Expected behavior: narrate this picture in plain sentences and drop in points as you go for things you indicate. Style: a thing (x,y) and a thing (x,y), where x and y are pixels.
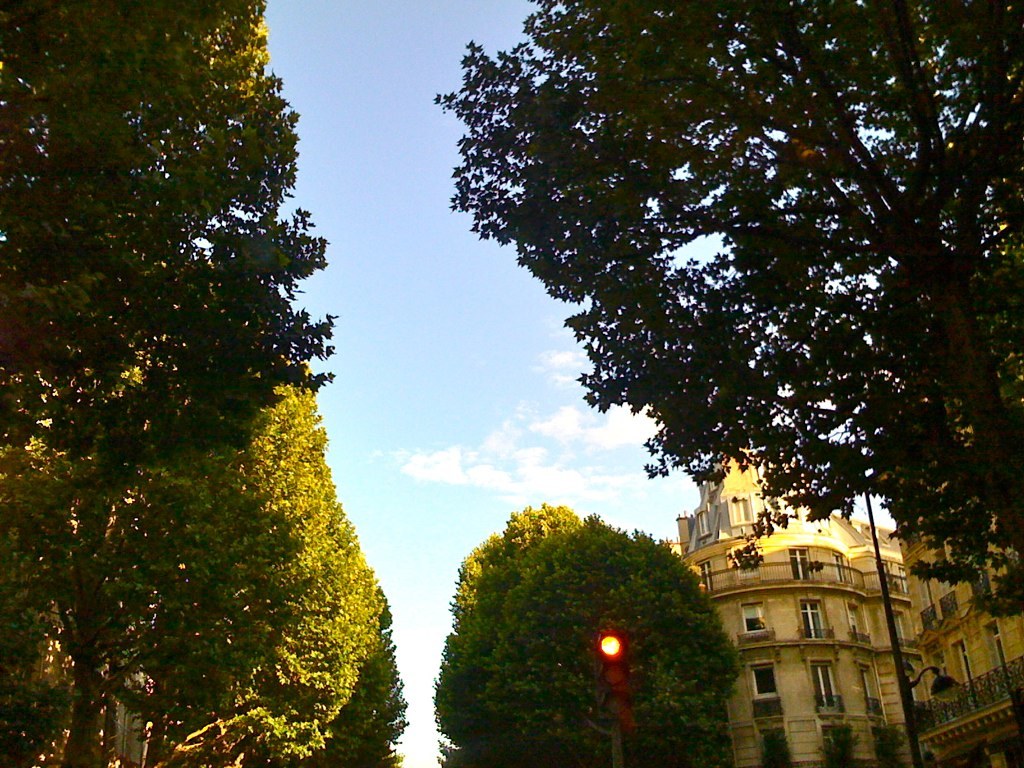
In this picture there are some trees (266,324) on both the sides. On the right side (719,604) there is a brown color building (814,684) with glass windows (834,695).
